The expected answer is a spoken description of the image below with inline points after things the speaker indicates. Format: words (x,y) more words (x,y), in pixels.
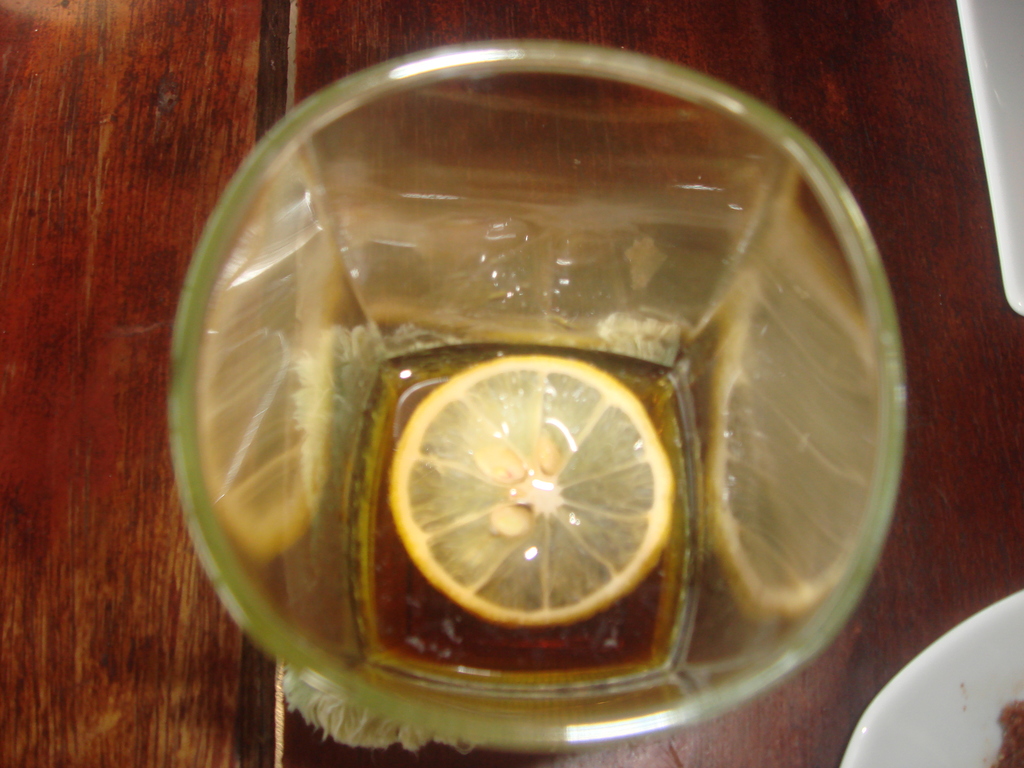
In this picture I can observe lemon (549,437) placed in the glass (429,293). The glass (333,440) is on the wooden surface (150,311).
